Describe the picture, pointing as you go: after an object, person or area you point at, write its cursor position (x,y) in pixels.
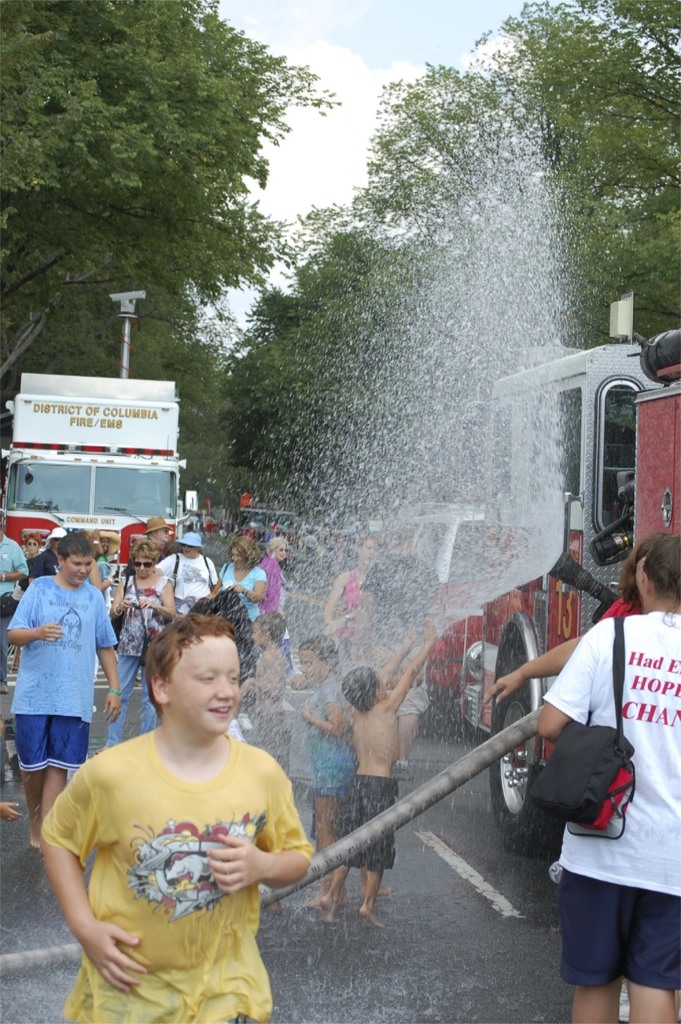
In this image we can see a few people (205,1011). Here we can see two fire engines (144,485) on the road (521,976). Here we can see the water pump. Here we can see the water (392,975) on the road (484,948). Here we can see a woman (548,701) on the right side (614,765) and she is holding a handbag (605,794). Here we can see the trees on the left side (136,267) and the right side (579,288) as well. In the background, we can see the vehicles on the road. This is a sky (355,106) with clouds (365,113).
